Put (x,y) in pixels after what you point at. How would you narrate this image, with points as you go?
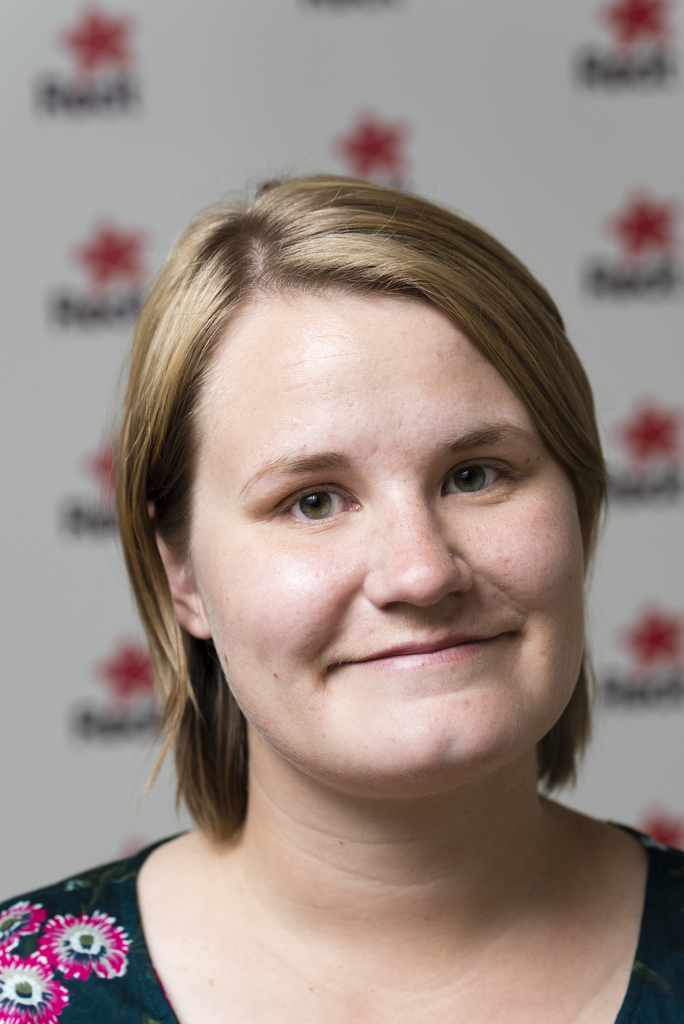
There is a woman (383,738) smiling. In the background (621,202) we can see hoarding (613,197).
